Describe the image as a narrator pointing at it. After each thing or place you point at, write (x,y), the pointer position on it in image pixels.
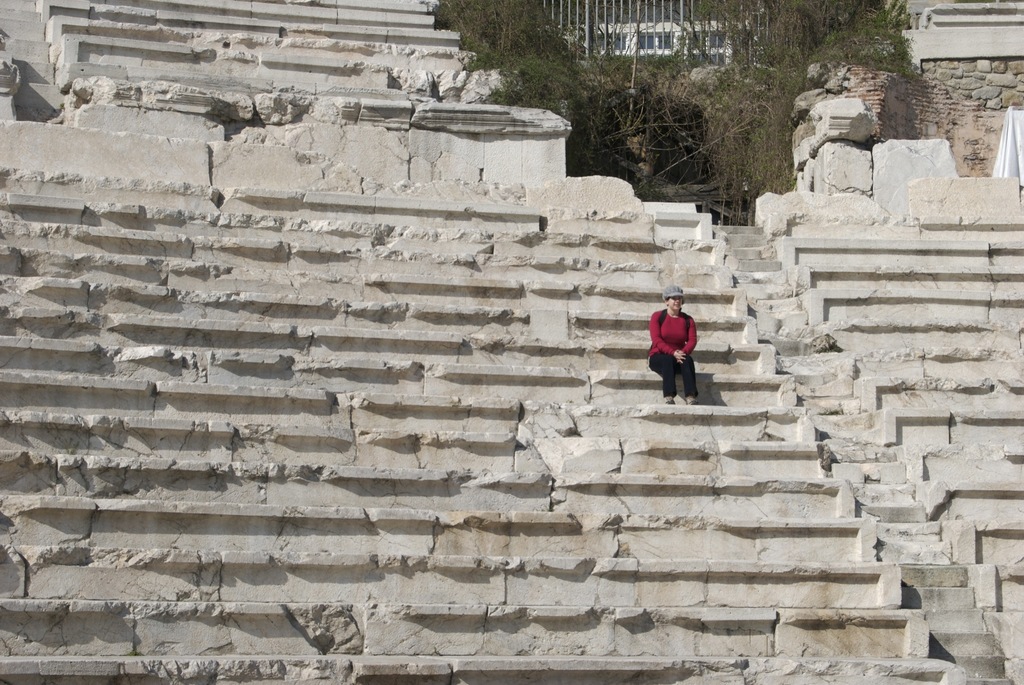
In this image we can see a person (675,348) sitting on stairs (761,362) and in the background (632,102) there are trees (793,53) and building (673,51).
